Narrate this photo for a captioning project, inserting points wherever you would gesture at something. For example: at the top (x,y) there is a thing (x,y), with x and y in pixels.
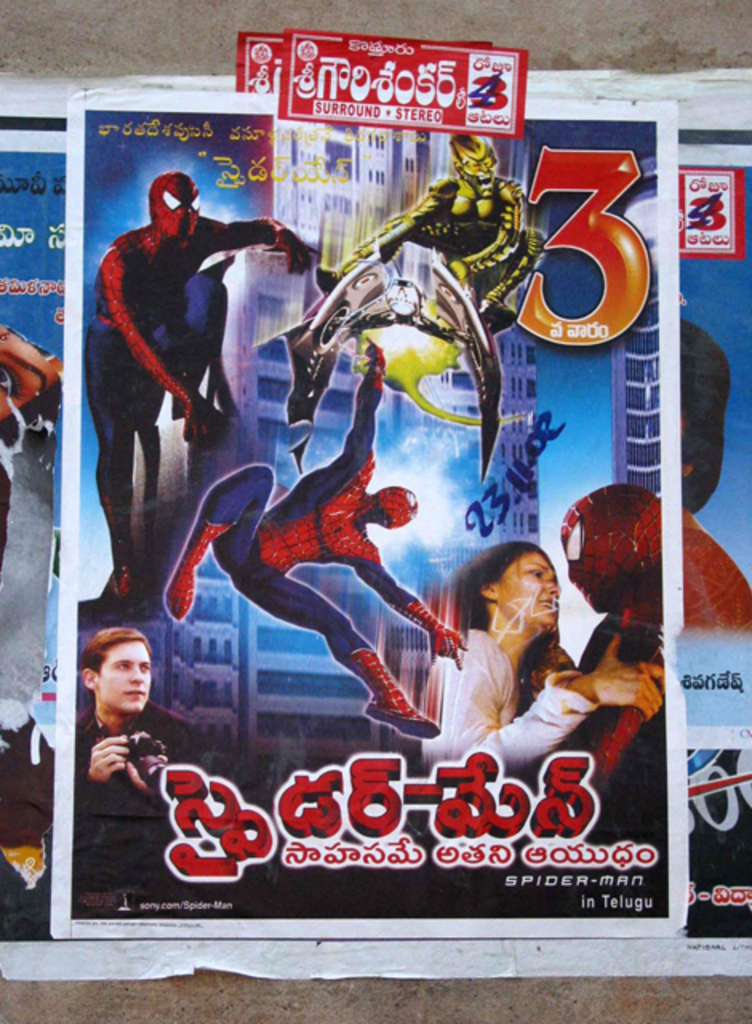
Here in this picture we can see posters (241,219) of a spider man movie present on the wall (84,49).
